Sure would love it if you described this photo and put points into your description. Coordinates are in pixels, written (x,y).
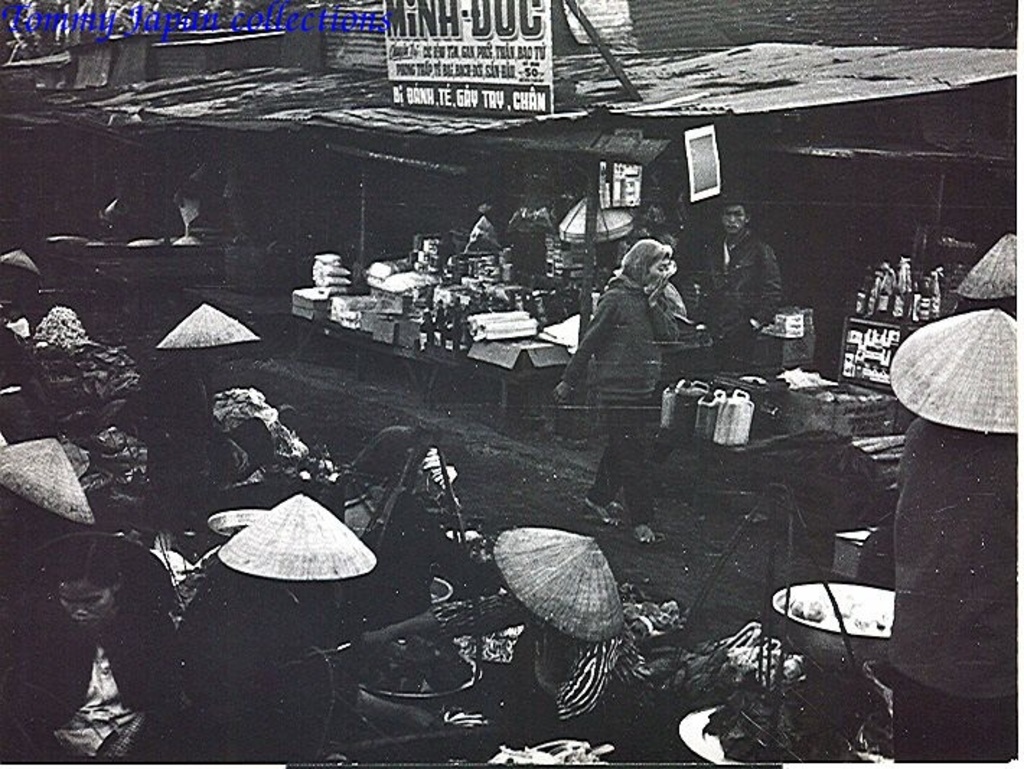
It is the black and white image in which there is a path (466,421) in the middle (537,457). On the path (710,540) there is a woman (659,400) walking on it. On the left side (262,522) there are few people (193,442) selling the groceries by wearing the hats (263,538). On the right side (693,423) there are asbestos sheets (343,84) under which there is a store (439,276). There is a hoarding (457,50) at the top (425,51).
